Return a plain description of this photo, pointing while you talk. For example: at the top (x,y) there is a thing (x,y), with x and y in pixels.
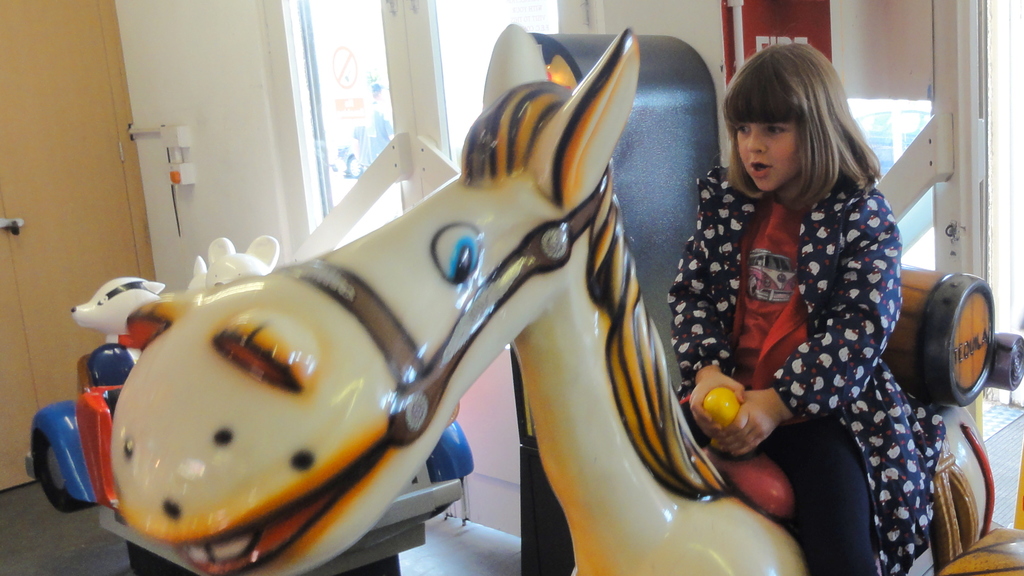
In this picture we can see a girl (788,317) sitting on a toy animal (601,319), window (387,132), cupboard (9,212), wall (198,76) and some objects (105,434).
